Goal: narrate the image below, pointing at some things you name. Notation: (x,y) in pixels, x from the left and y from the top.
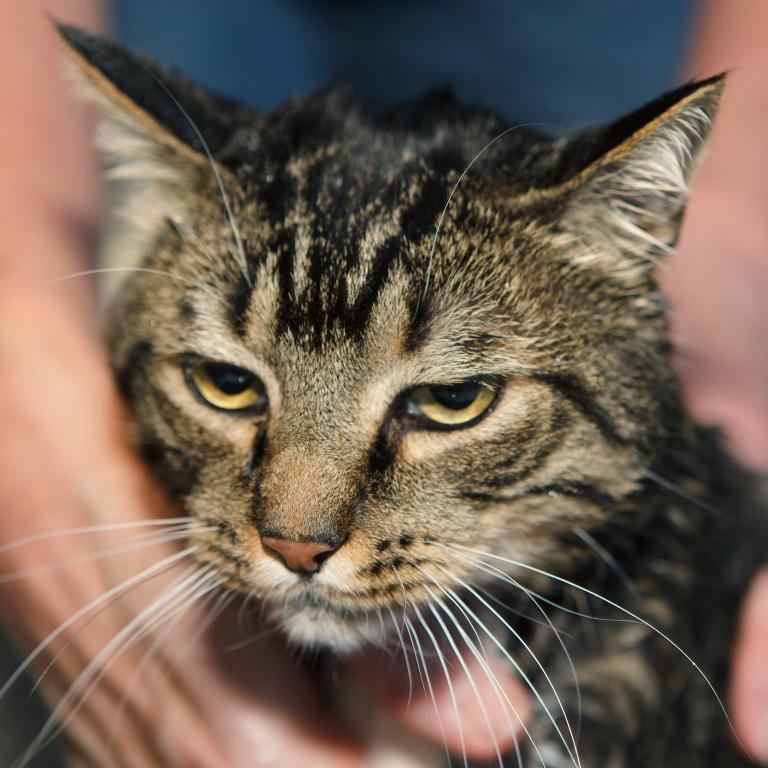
In this image we can see some person's hand (73,159) and that person (439,677) is holding the cat (576,500).
